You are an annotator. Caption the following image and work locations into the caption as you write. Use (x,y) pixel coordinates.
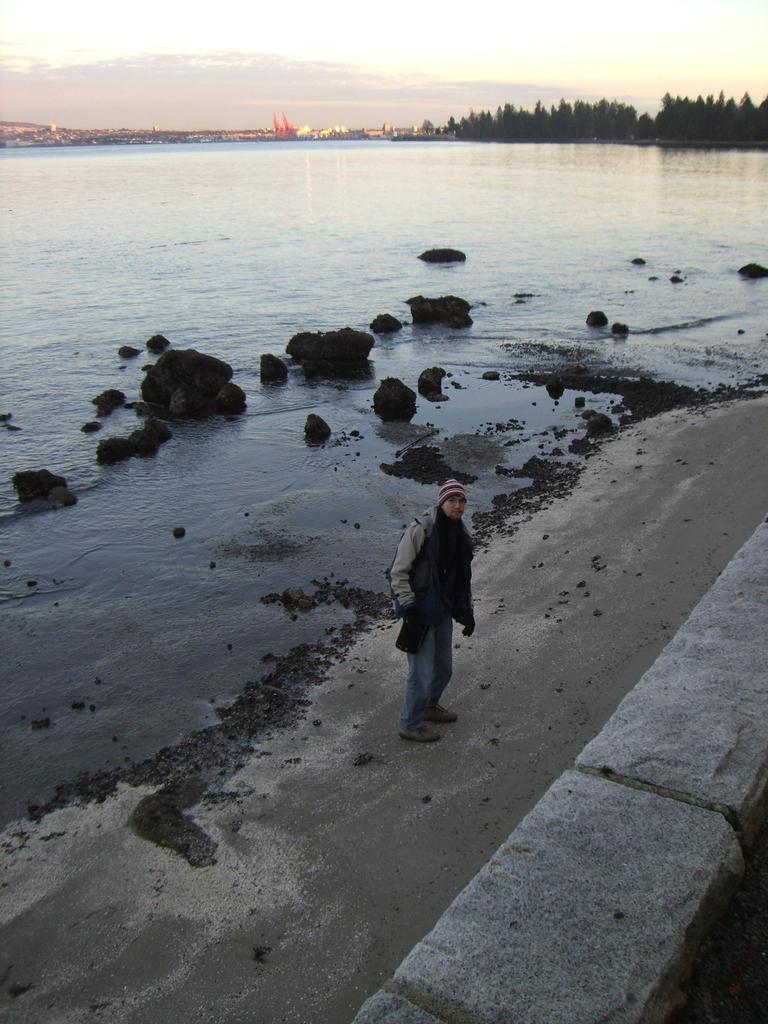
In the middle of the image (466,594) we can see a man (466,576), he wore a cap (459,486), behind him we can see few rocks (303,336) and water (312,292), in the background (603,119) we can see few trees (543,106) and clouds (228,53).
